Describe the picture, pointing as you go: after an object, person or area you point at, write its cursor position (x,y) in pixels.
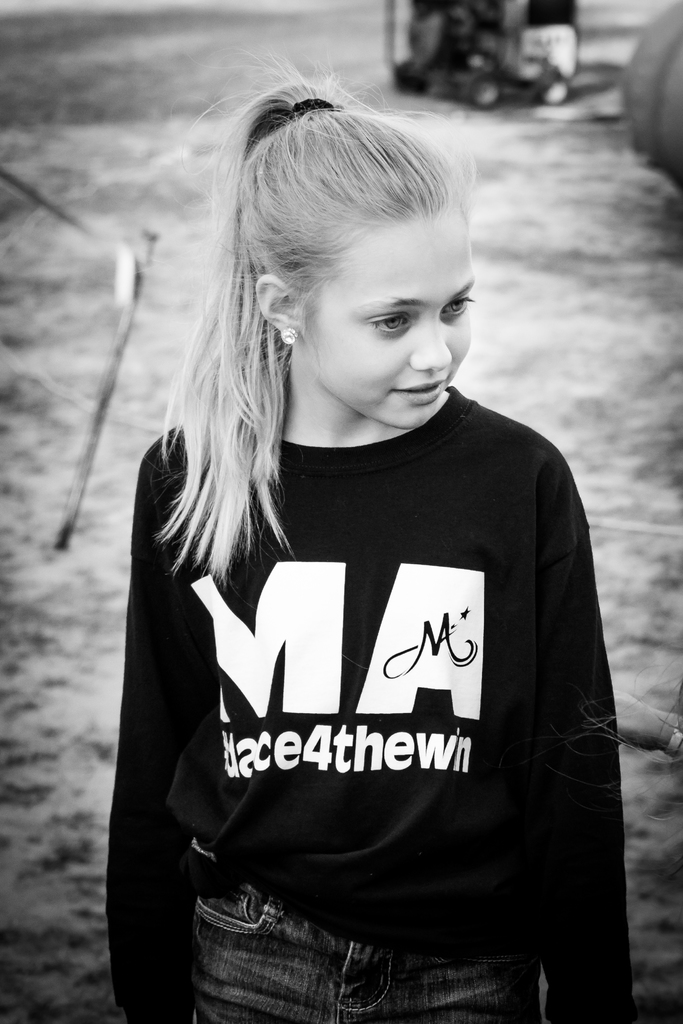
In this picture I can see there is a girl (312,591) standing and she is wearing a black shirt (385,919) and jeans (230,979). She is looking at right side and in the backdrop (644,87) there are few objects (420,20) in the backdrop (407,22) and it is blurred.
